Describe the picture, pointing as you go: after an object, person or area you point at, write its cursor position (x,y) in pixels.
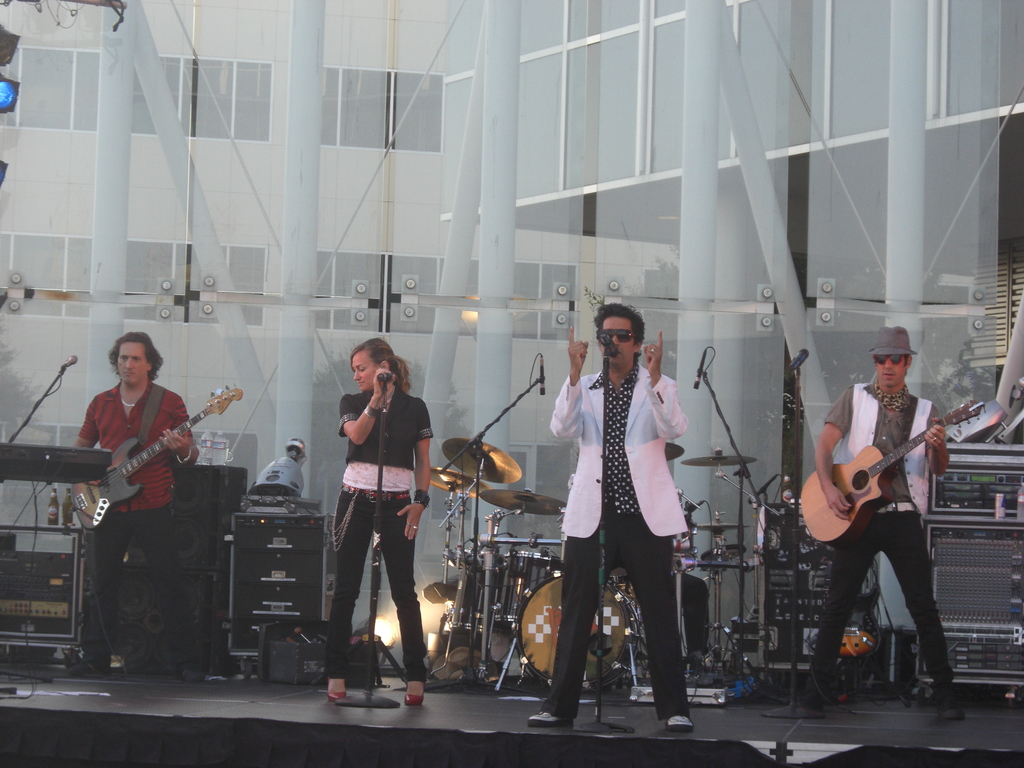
These 4 people (356,462) are on the stage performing by playing musical instruments (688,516) and the woman (413,399) here next to her there is a man (553,426) both are singing on the microphone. Behind them there are musical instruments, poles (509,171) and buildings (442,145).
